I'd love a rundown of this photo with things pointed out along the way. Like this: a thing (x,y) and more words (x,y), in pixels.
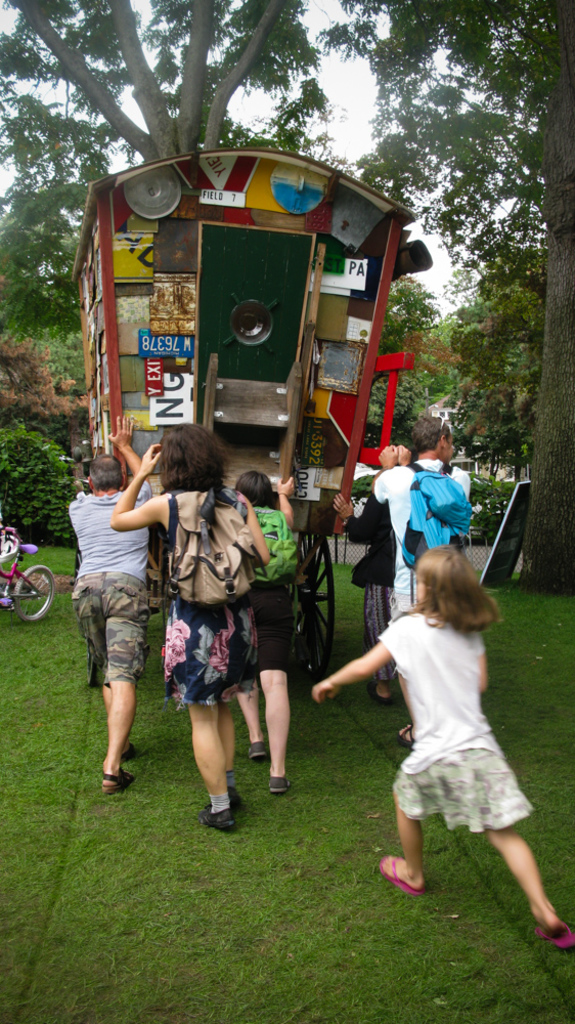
In the picture we can see the group of people (199,605) are pushing the vehicle (229,486). A small girl (428,664) is running back of them. Beside the vehicle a bicycle (26,548) is standing. There are grass (39,681), plants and trees (75,110) are present. The sky (342,90) is cloudy.
